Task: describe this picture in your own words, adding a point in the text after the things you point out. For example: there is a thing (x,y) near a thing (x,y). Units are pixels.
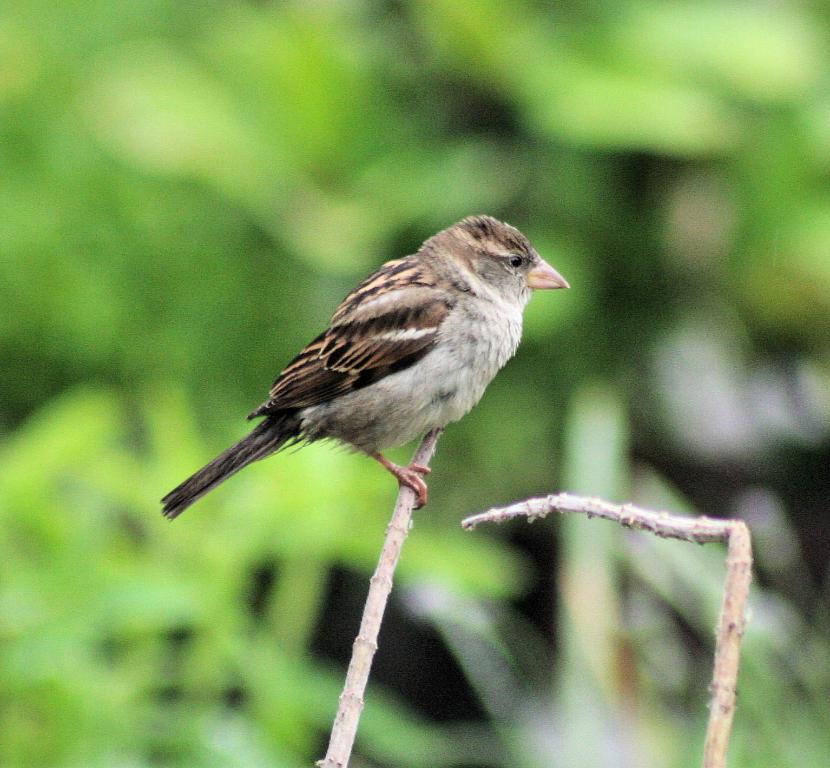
In the picture we can see a bird (411,339) which is on the branch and in the background (415,102) picture is blur.
